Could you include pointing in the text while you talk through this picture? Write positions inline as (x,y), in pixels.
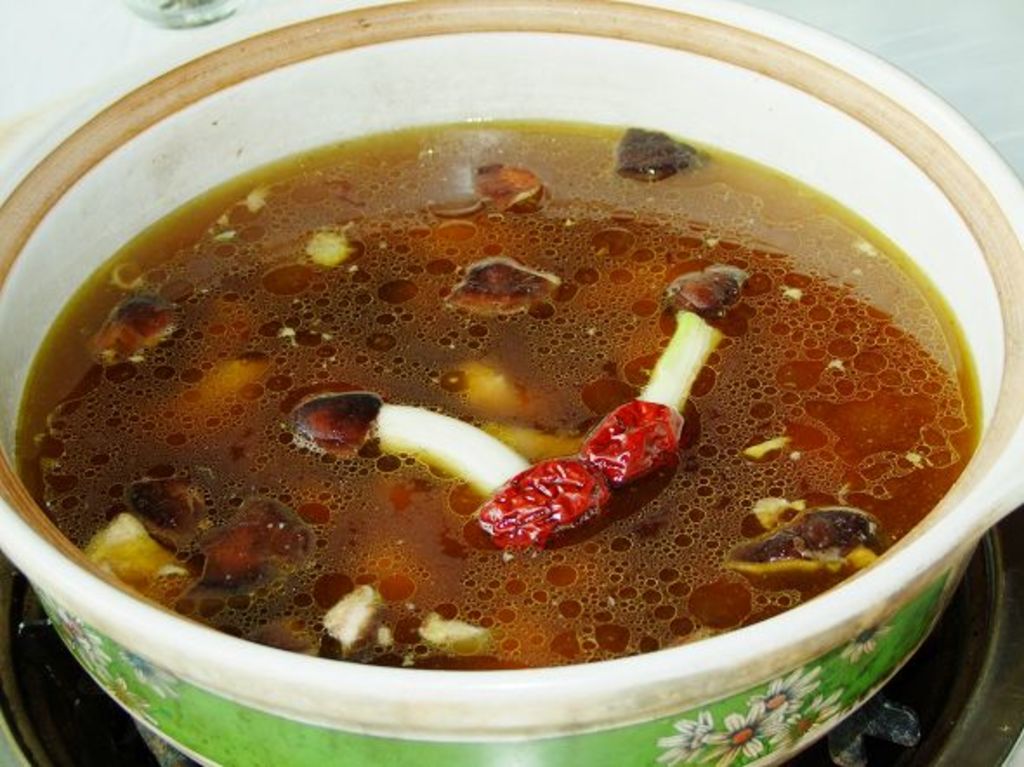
In this image we can see some soup (592,385) in the bowl (572,371). There is a stove (66,729) in the image.
